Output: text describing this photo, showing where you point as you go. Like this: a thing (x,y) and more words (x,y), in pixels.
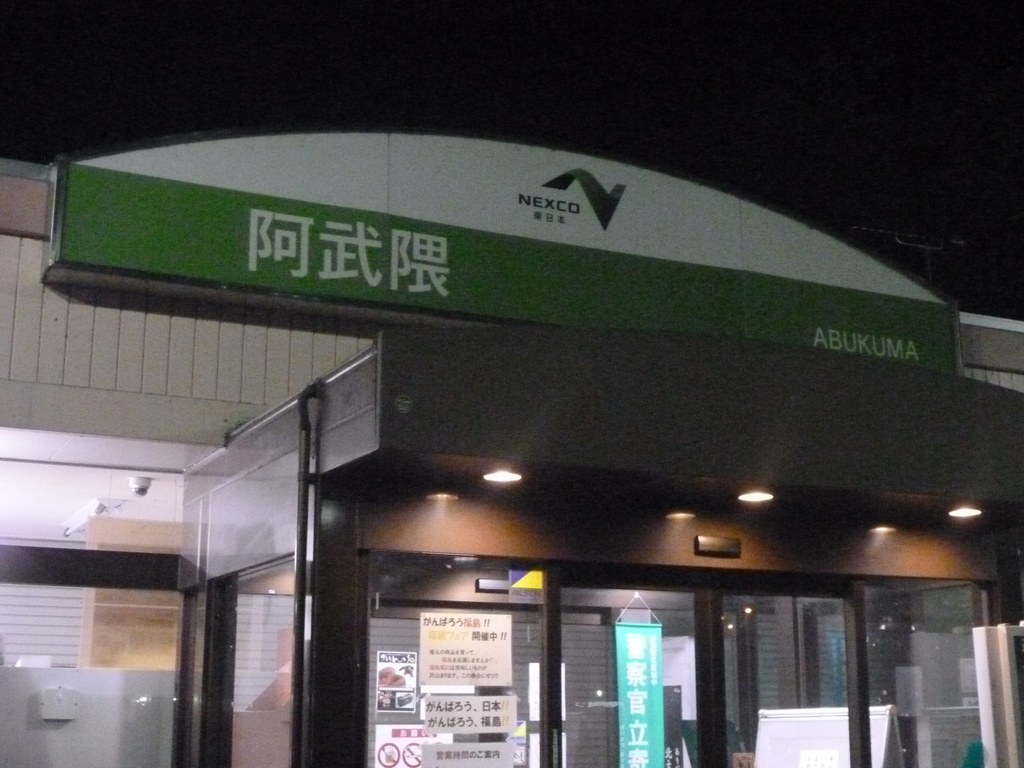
In this picture there is a building (80,340) and there is a board (330,145) on the wall (13,177) and there is text (520,201) on the board (513,202). At the bottom (639,732) there are posters (479,649) and there is a banner (619,635) and there is text (633,682) on the posters (433,645) and banner (627,743). Behind the glass (449,583) there are lights (876,525) and there is an object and there is a pipe (302,443) on the wall (125,350). At the top (600,91) there is sky (620,82).
